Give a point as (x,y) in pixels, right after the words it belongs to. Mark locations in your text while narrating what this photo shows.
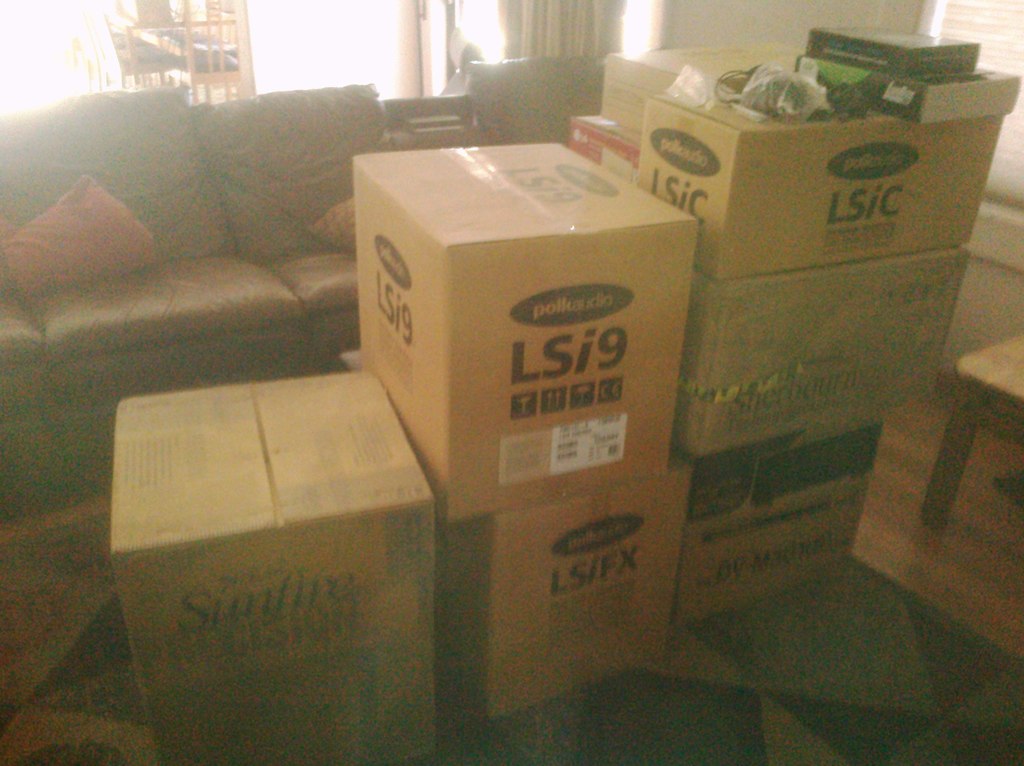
This is a picture taken in a room (736,639). In the center of the picture (403,372) there are many boxes (544,417). On the right (955,381) there is a stool (1019,396). In the background (300,233) there is a couch (172,258) and pillows (339,225) on it. On the top (353,63) there is a door (273,35) and curtain (511,43).
